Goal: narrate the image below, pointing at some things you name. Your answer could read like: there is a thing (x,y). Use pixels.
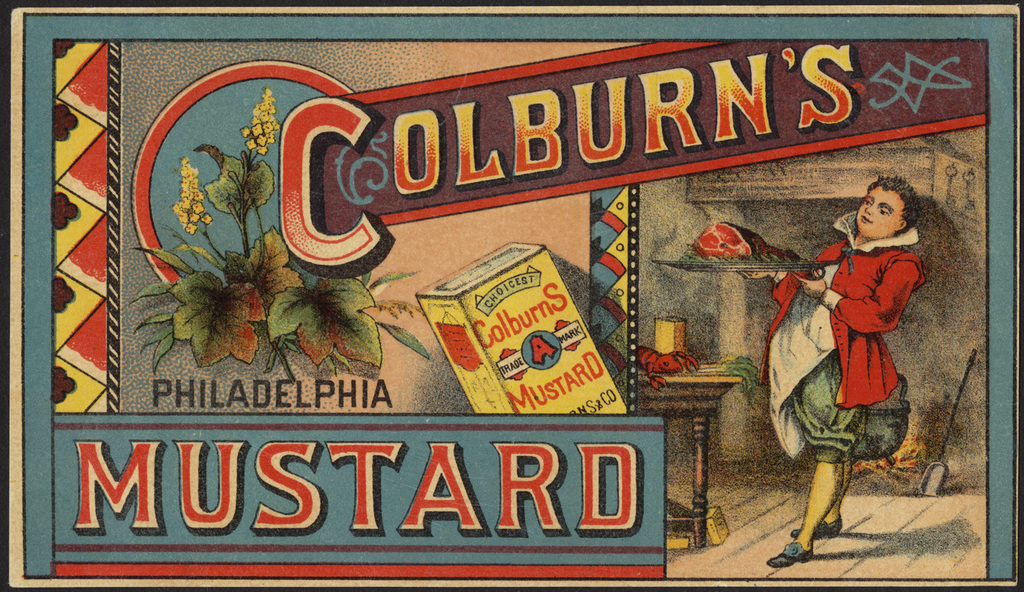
In the picture we can see a painting (543,514) of an advertisement (898,507) called as mustard colburn's and an image of a person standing and holding a plate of a meat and beside the person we can see a table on it, we can see a crab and some vegetables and behind the person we can see a fire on the floor (959,515).
